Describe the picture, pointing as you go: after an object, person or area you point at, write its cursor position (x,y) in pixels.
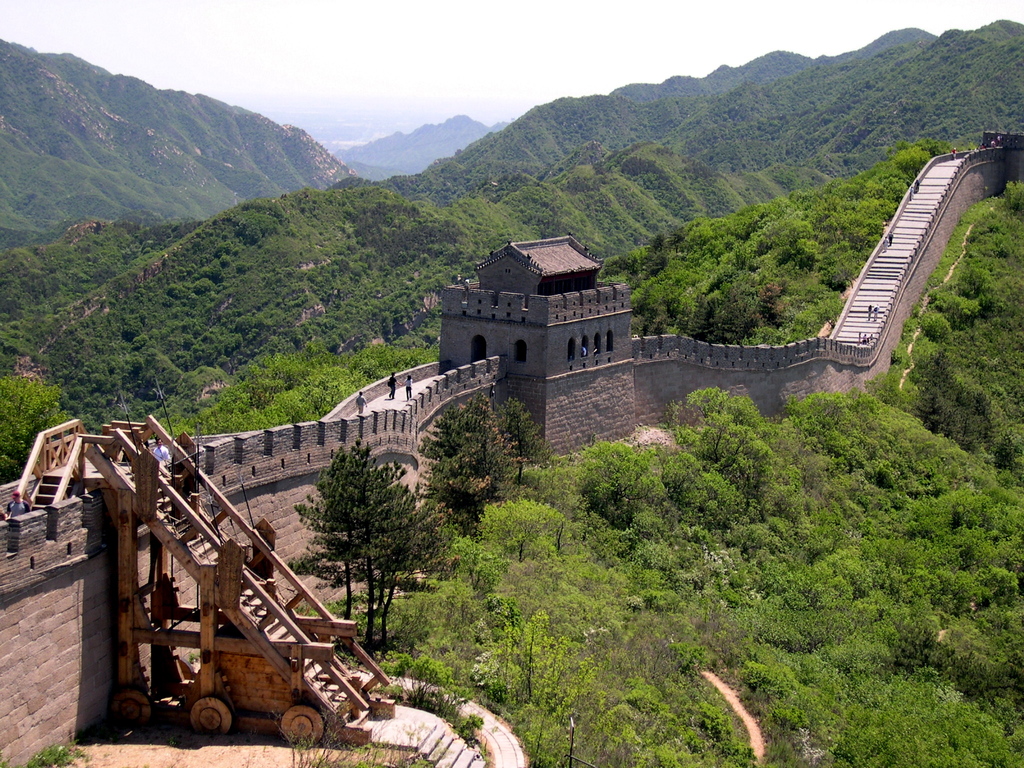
In the center of the image (666,366) we can see a group of people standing on a wall (413,445). We can also see a house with a roof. In the foreground (537,650) we can see the staircase (296,584) and a group of trees (427,529). On the backside (412,112) we can see the hills (571,113) and the sky (492,100) which looks cloudy.
